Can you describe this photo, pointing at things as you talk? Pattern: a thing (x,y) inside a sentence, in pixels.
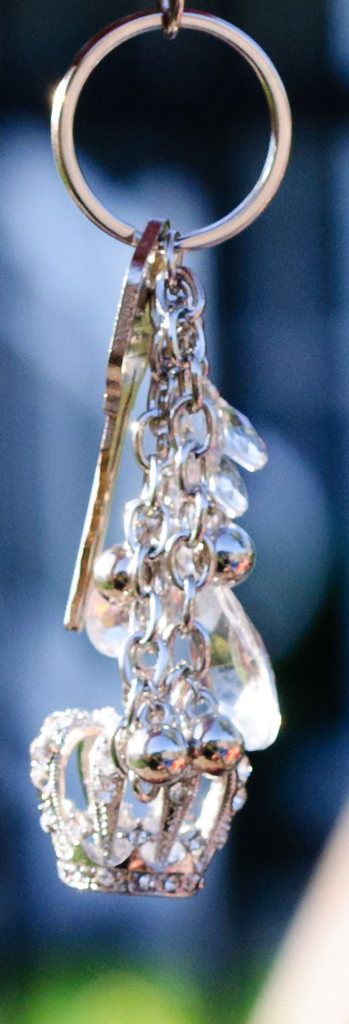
In this image I can see a key chain (80,761) in white color and I can see blurred background (66,383).
